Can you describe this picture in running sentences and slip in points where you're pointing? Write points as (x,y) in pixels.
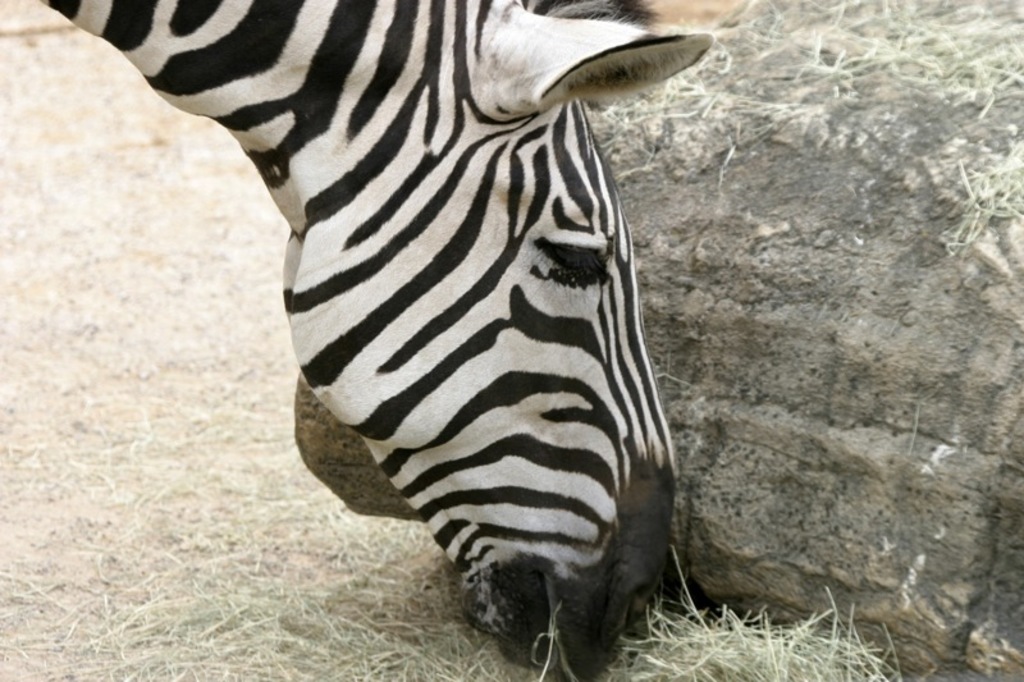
In this image we can see an animal (383,354). We can see the grass (707,662) in the image. There is a rock (885,326) at the right side of the image (878,359).
